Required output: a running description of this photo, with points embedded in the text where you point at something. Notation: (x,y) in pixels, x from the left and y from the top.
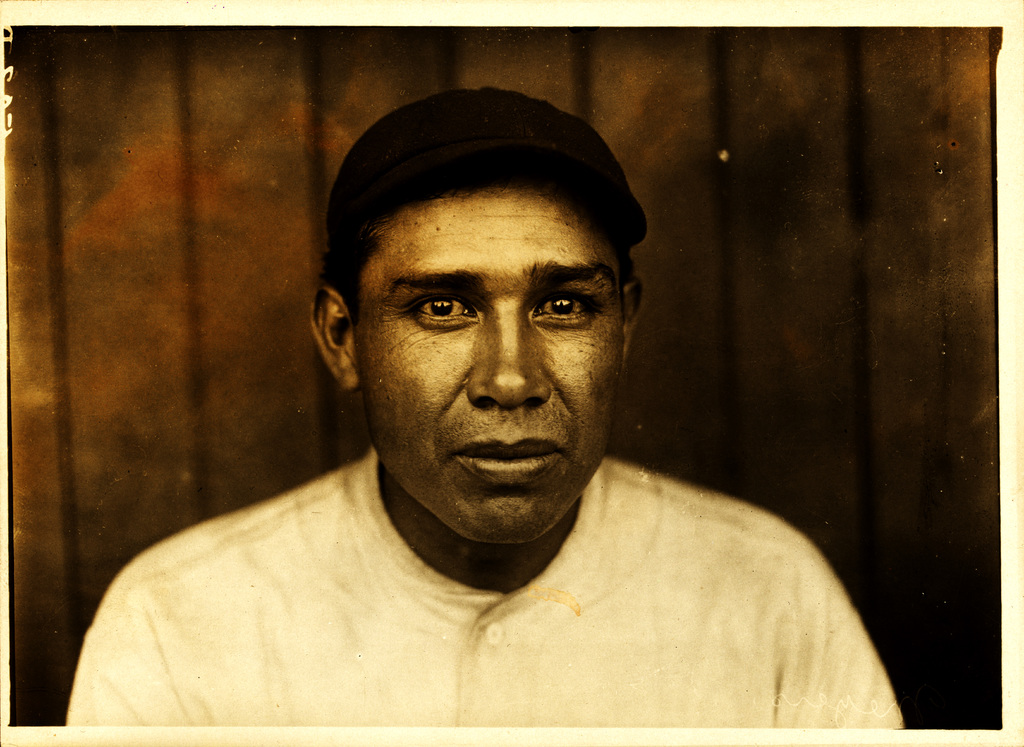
In this picture I can see a man (382,435) and looks like a wooden wall (812,201) in the back (173,116).
